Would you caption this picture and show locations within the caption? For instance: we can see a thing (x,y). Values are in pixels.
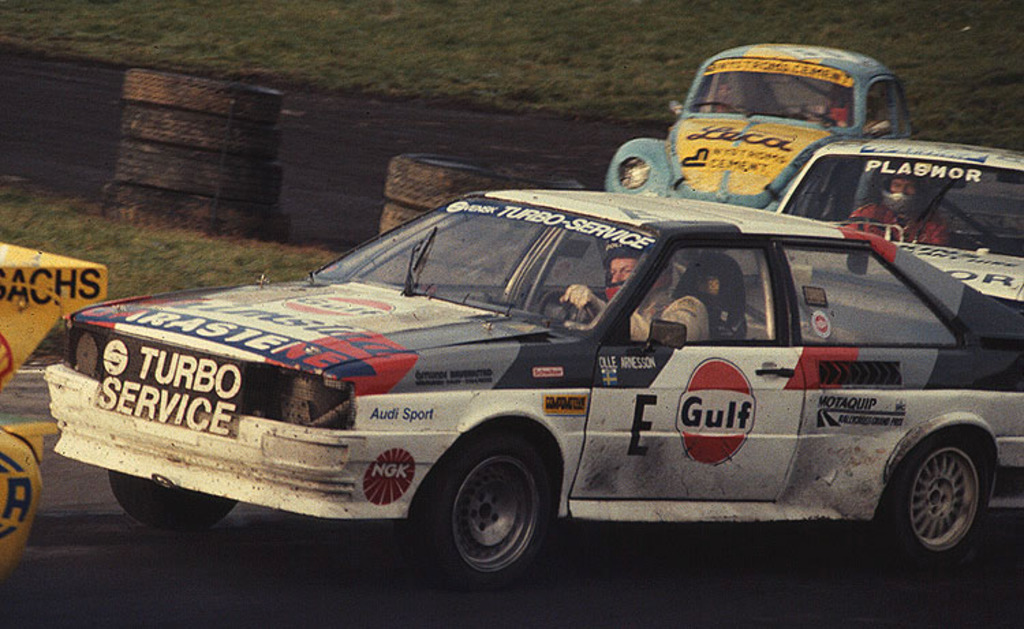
This picture shows couple of cars (907,345) on the road (577,590) and we see a car (778,98) on the side and few tires (208,193) on the side and we see grass (402,59) on the ground (467,49).
